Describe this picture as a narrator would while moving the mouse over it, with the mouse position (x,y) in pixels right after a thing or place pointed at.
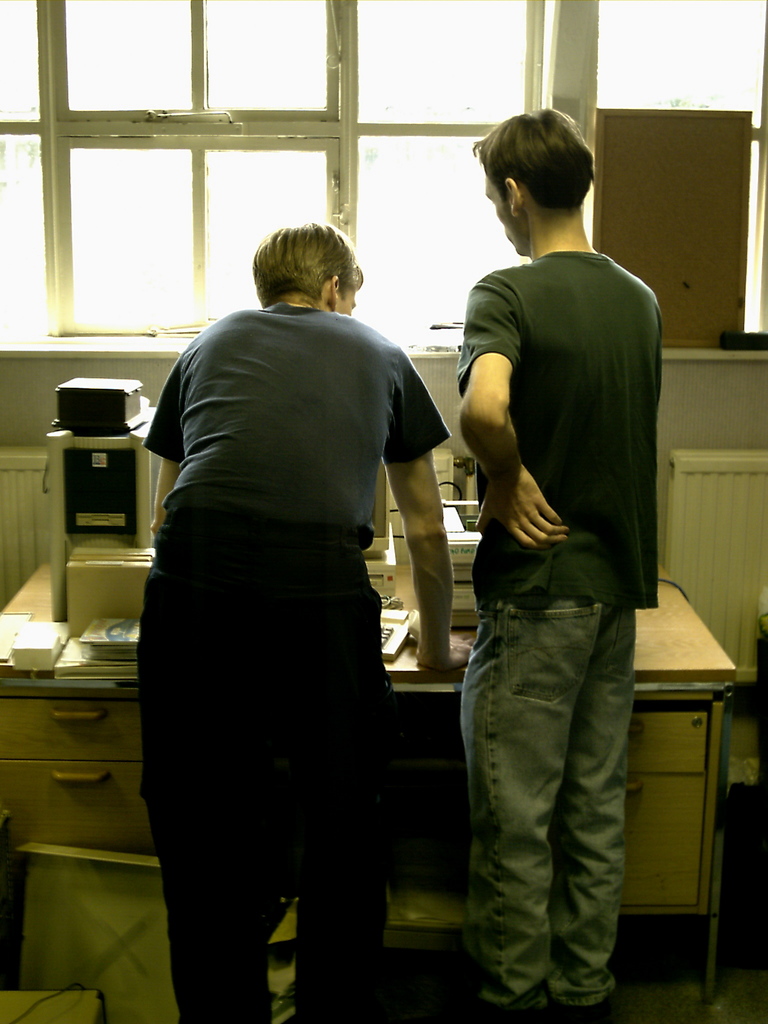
In this picture there are two persons (549,541) standing in front of a table (456,635) on which some equipment (447,529) is placed. In the background (325,147) there are some windows (253,101) here.
